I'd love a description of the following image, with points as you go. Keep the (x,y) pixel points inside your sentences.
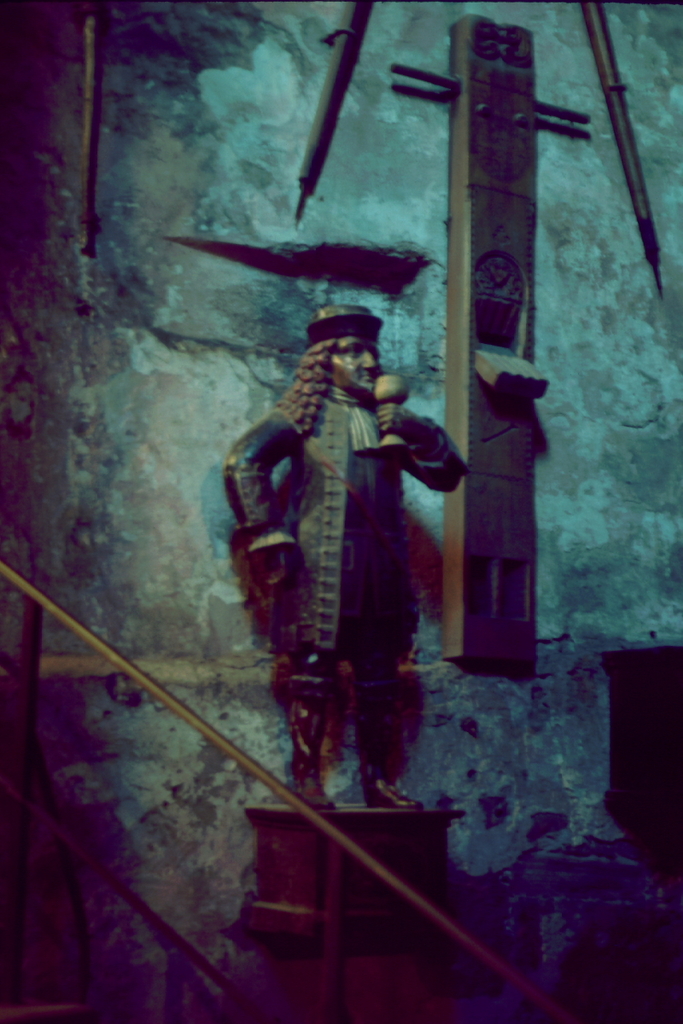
In front of the image there are stairs (98,999) with metal rod fence (52,829), behind the fence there is a statue (339,497) and some other artifacts (456,411) on the wall (336,272).
